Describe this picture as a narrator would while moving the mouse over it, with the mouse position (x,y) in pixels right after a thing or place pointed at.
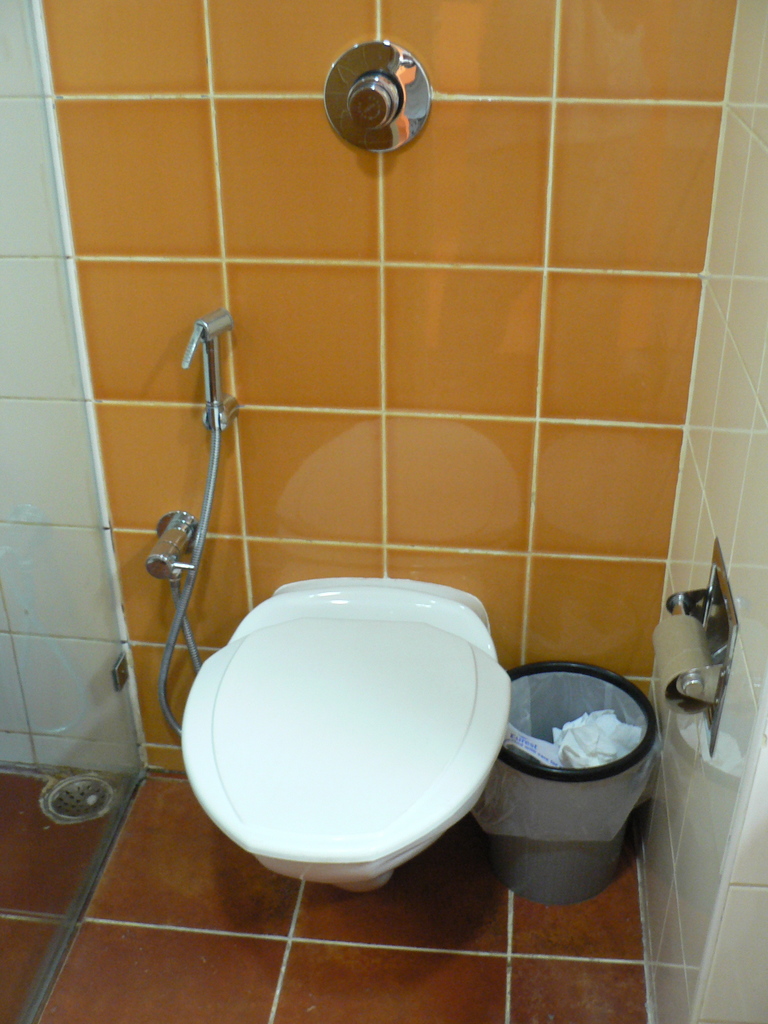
This is the inner view of the washroom (99,669). In the washroom (442,555) we can see flush button (383,121), walls (381,294), bin (513,877), tissue holder (687,670), toilet seat (267,716) and a hand shower (147,562).
